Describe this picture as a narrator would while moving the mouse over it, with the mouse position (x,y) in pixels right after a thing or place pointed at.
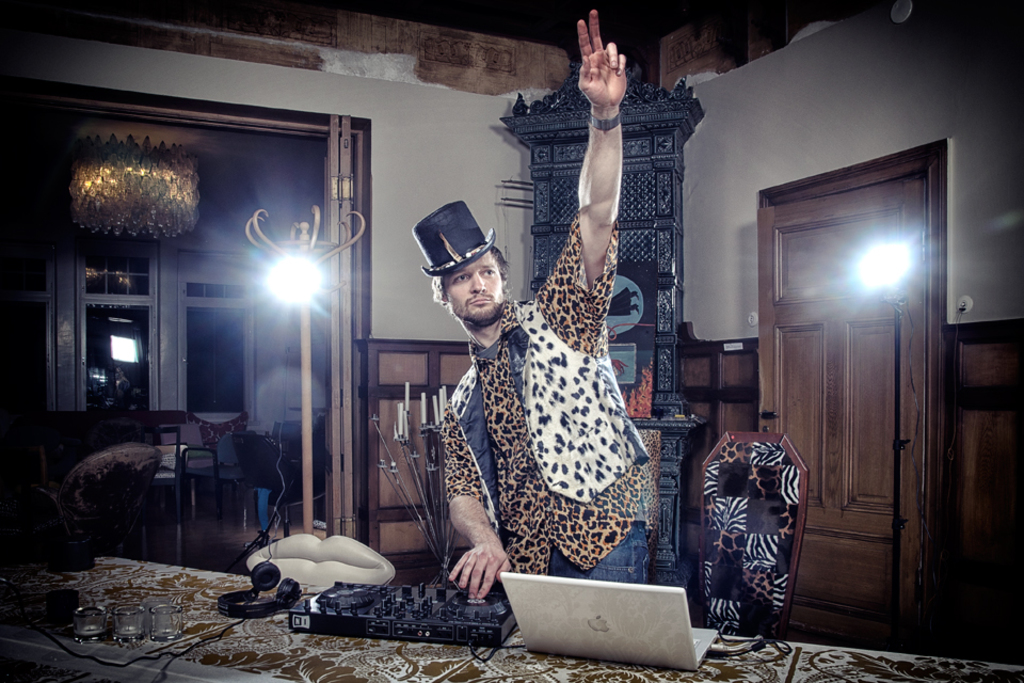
In the middle of the image (501,439) we can see a man (504,458), he wore a cap (430,268), in front of him we can see a laptop (580,579), head phones (270,568) and a musical control system (389,621) on the table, behind to him we can find few chairs (245,468), lights (140,167) and other things (420,474).
